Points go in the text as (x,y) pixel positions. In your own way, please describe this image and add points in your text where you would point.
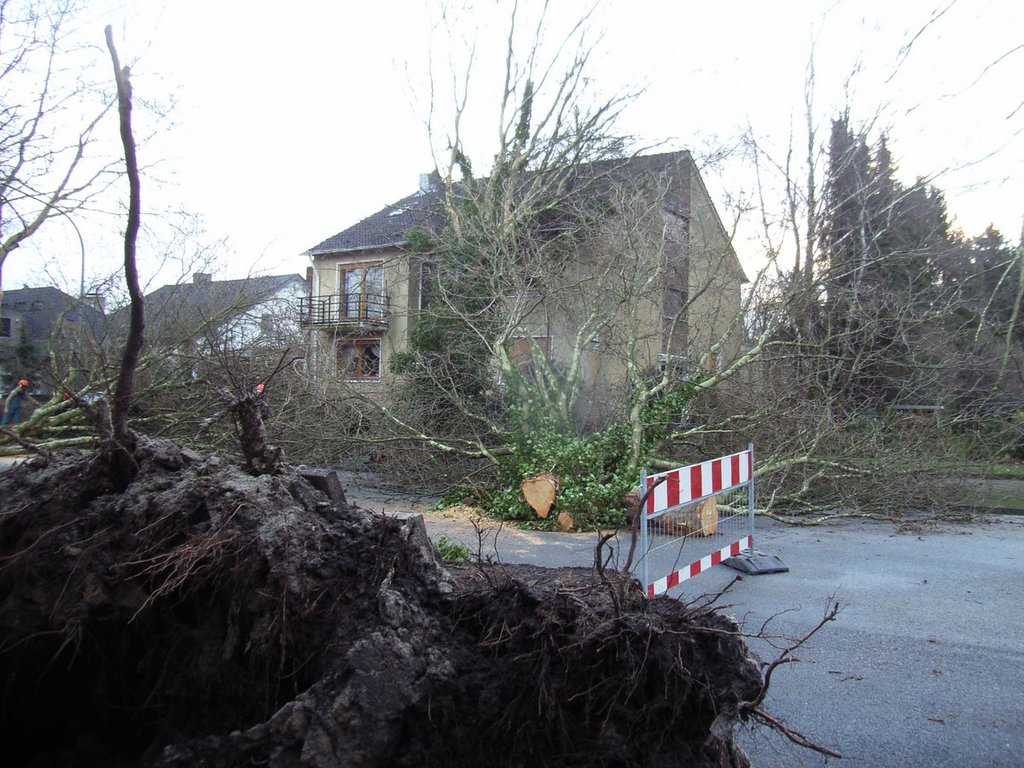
This image consists of many trees (616,466). At the bottom (928,675), there is a road (864,609). In the middle (670,495), there is a gate (707,470). In the background (514,356), we can see three houses (671,279). At the top (264,114), there is sky (269,127).
